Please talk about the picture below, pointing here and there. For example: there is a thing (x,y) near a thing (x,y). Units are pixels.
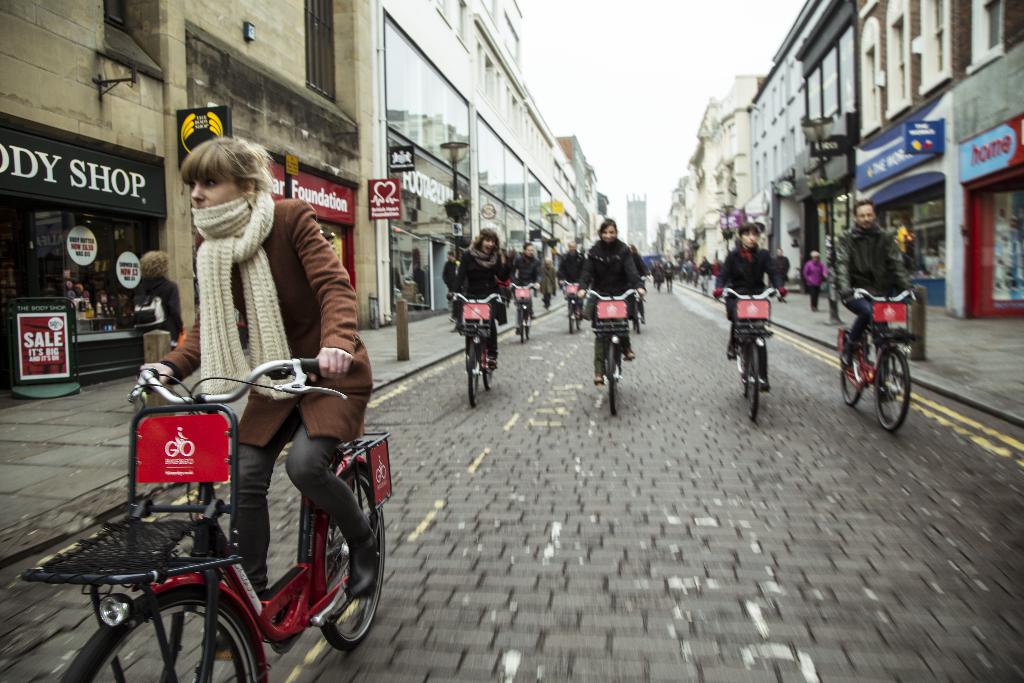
In this image I can see few people (461,260) are cycling their cycles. In the background (692,281) I can see few more people (709,271) and number of buildings (512,138).
